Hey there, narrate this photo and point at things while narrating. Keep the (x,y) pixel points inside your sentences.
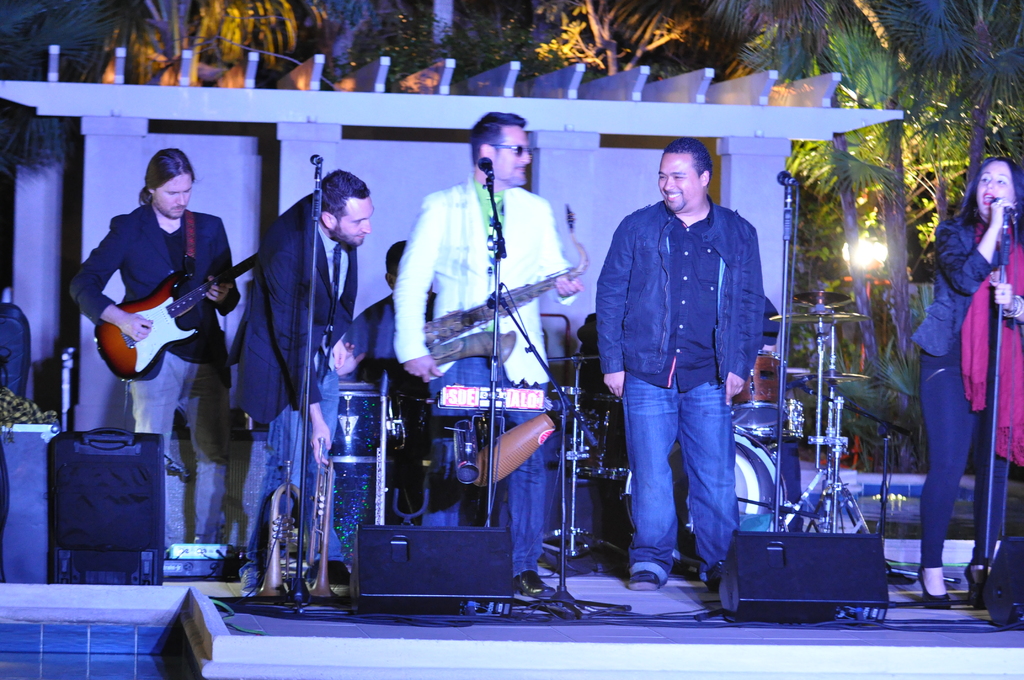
Many persons (544,236) are standing. On the right (996,279) a lady (996,248) is standing and singing. In the middle (524,303) a person (525,317) is holding a musical instrument (476,350). On the left (185,312) a person (195,321) is holding a guitar (176,325) and playing. There are speakers (388,531) in the front (734,563). There are mic stands (791,188). In the background (308,124) there is a wall (367,160) and trees (816,40) are over there.
